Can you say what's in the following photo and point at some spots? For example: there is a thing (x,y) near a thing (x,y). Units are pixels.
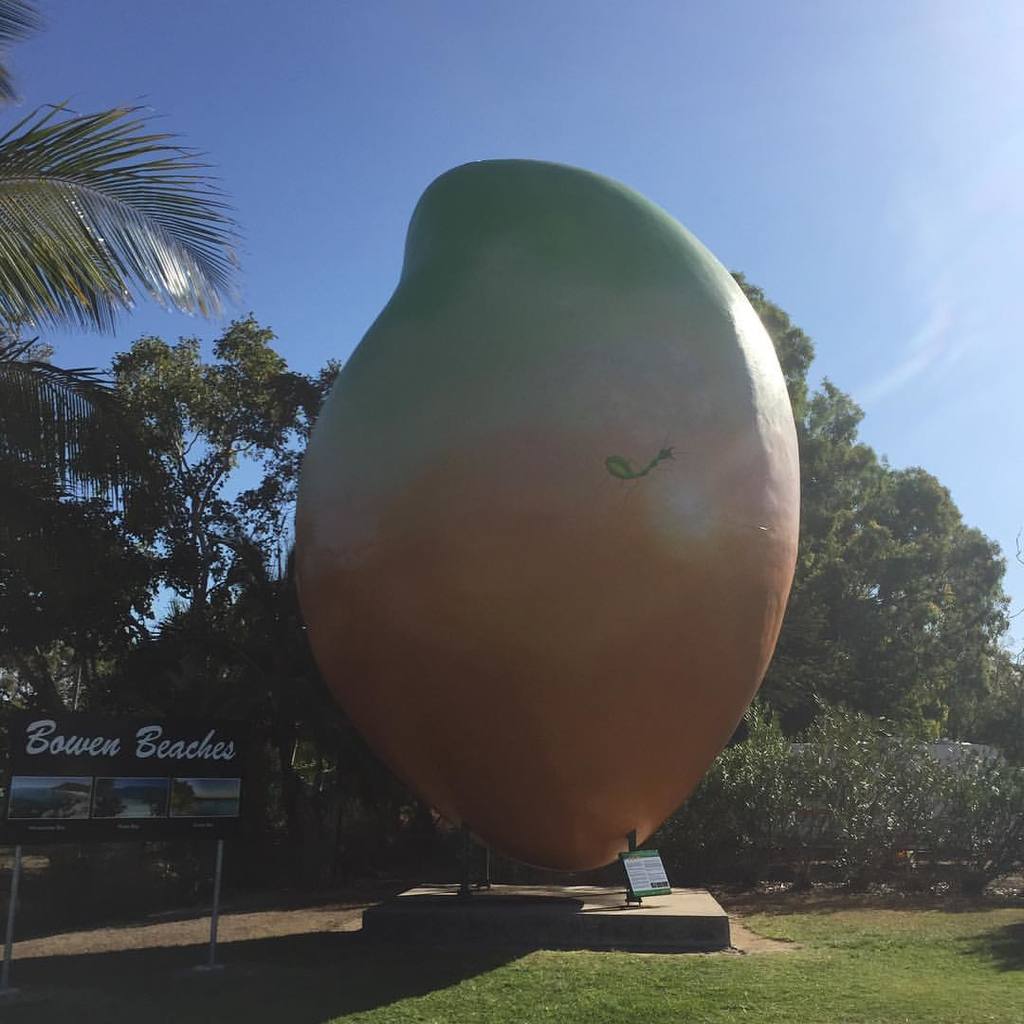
There is an object (481,296), poles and grassland (345,993) in the foreground area of the image (498,798), there are trees (238,635), poster (202,770) and the sky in the background (273,528).
